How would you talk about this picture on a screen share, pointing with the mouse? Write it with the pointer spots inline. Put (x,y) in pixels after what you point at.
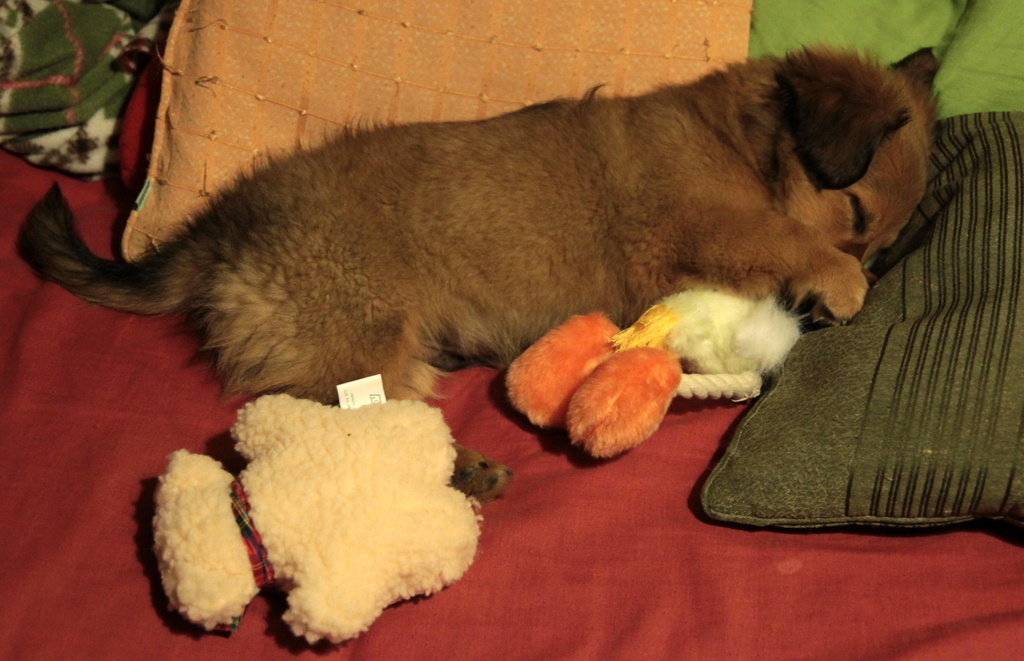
In this image in the center (412,260) there is one dog (298,226) which is sleeping, beside the dog (766,178) there are some toys (699,397) and pillow (280,118) it seems that the dog (365,215) is sleeping on a bed (830,551).
